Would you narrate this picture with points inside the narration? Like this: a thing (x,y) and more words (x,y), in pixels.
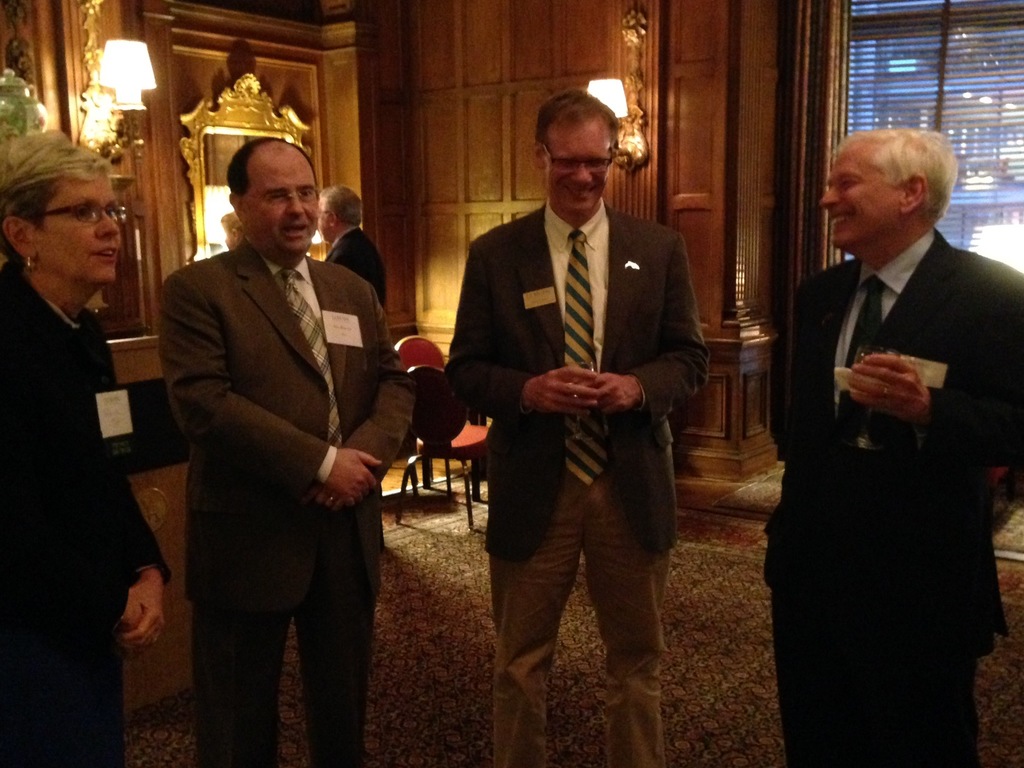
In this image we can see people (496,505) standing and some of them are holding glasses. There are chairs (450,415). On the right (953,51) we can see blinds (971,157). In the background (140,104) there are lights (105,103) and we can see a mirror (215,159) placed on the wall (140,184).
